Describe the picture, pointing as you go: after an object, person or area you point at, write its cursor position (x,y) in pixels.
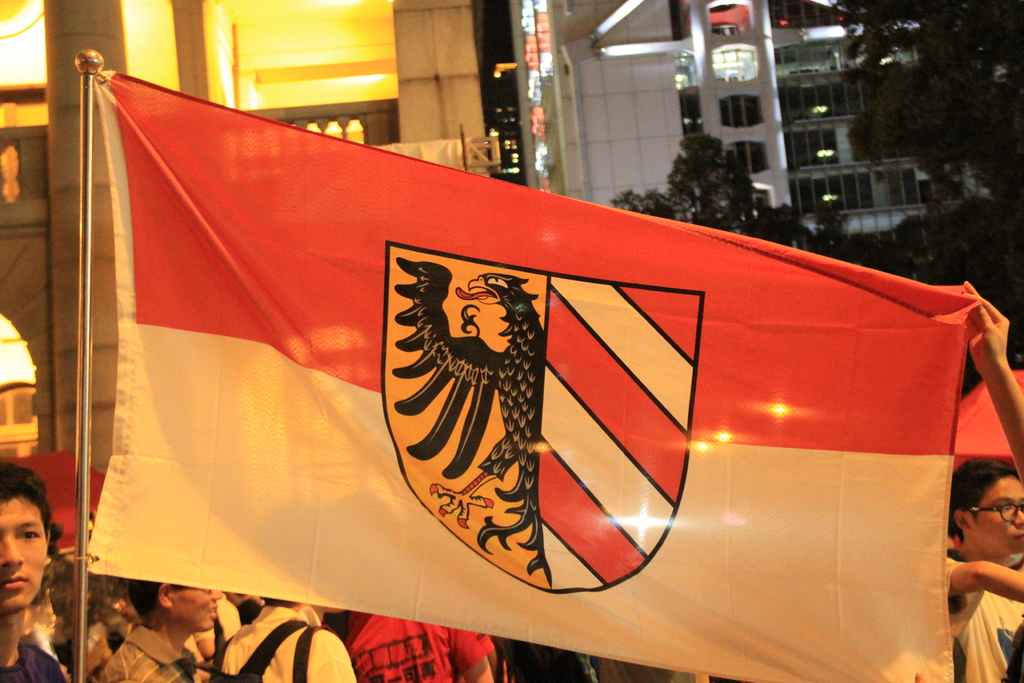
This image is taken outdoors. In the background (603,95) there are a few buildings (420,74), lights (528,96) and trees (703,207). In the middle of the image (414,365) there is a flag (679,391) and there are a few people (288,618) standing on the road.
